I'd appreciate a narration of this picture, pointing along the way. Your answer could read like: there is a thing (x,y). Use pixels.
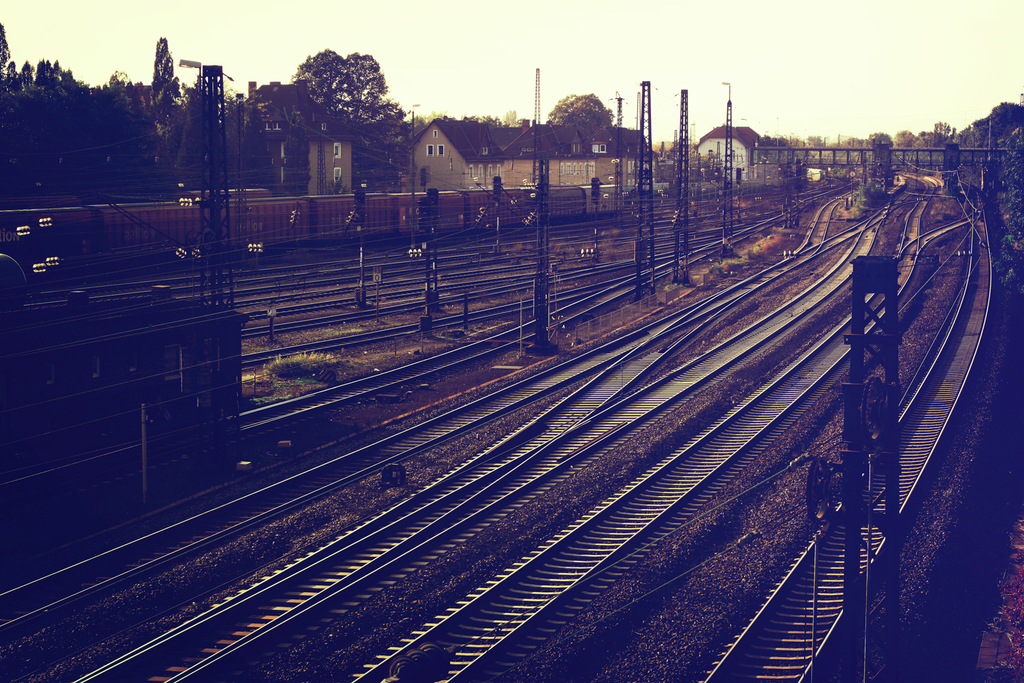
In this image, there are some railway tracks (543,558), there are some poles (597,227), at the background (549,172) there are some homes (581,168) and there are some trees (399,145), at the top (872,51) there is a sky (763,54).
